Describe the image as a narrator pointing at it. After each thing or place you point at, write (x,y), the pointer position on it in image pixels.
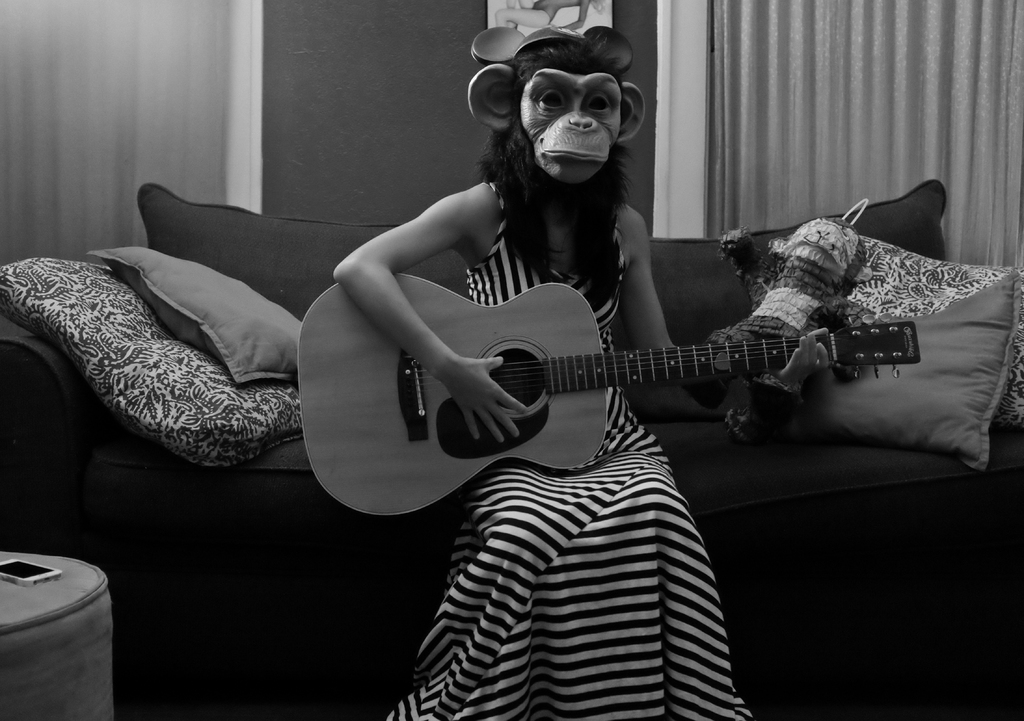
In the picture we can see a woman (607,401) sitting on the sofa (676,406), on the sofa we can find some pillows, a woman (623,394) is holding a guitar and playing it, she is wearing a monkey face mask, to the background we can see a curtain (1003,147) and a wall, and to the left hand side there is a table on that we can find a mobile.
